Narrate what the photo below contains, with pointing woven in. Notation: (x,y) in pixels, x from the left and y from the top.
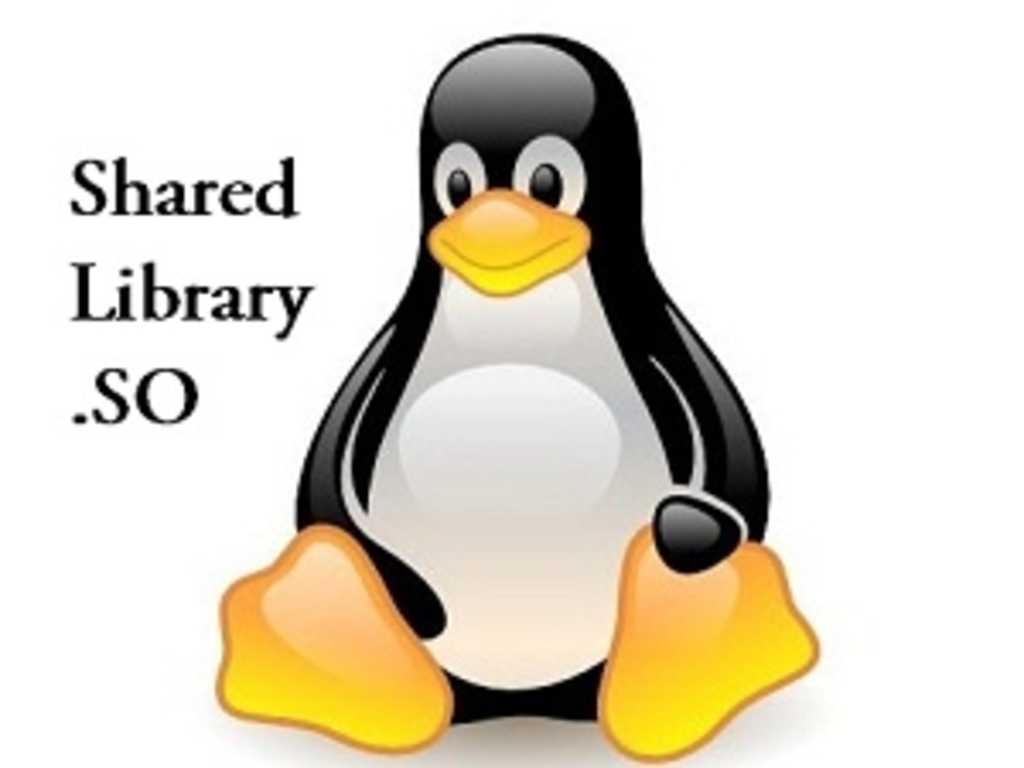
In this image there is an animated penguin (439,354), beside that there is some text (155,275).
